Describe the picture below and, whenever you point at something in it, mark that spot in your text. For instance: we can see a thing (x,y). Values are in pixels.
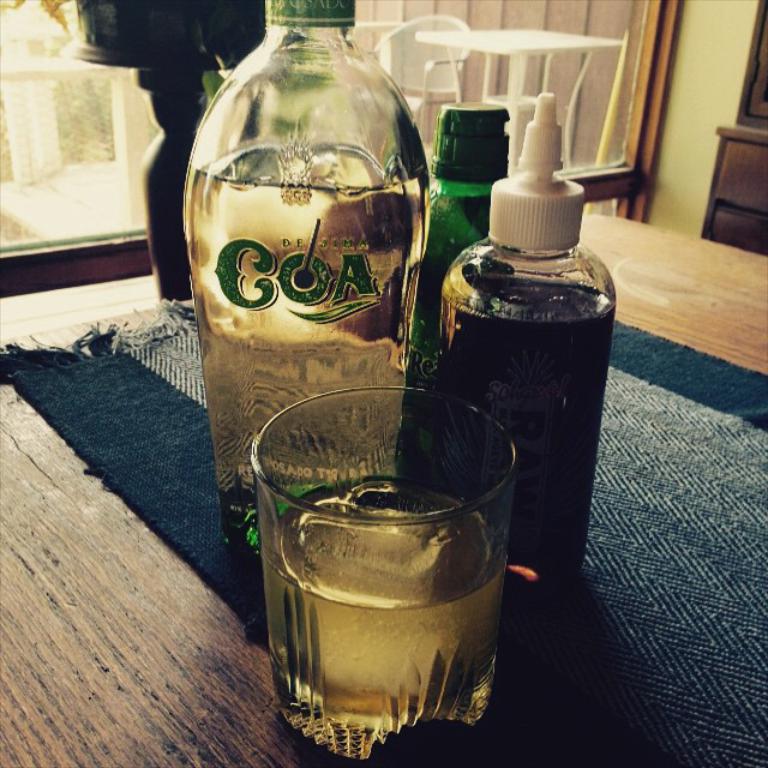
on the table (147,582) there is a bottle (322,317) and a glass (400,573).
